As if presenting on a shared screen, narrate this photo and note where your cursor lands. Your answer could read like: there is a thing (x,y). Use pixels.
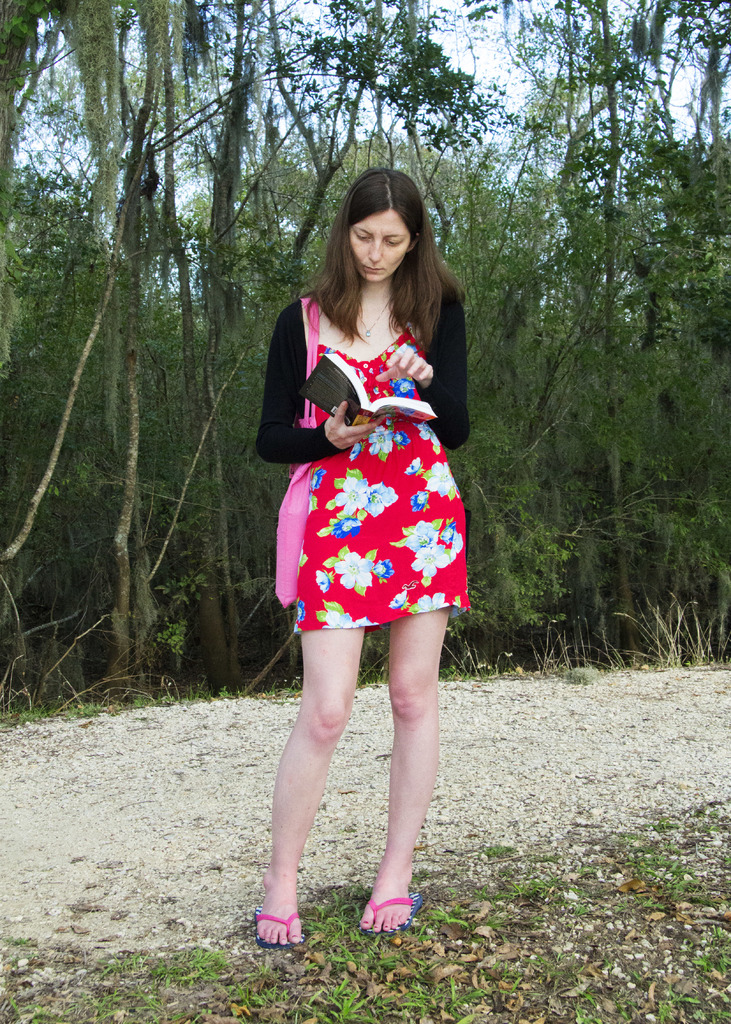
A woman (349,485) is standing on the ground (311,937) and holding a book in her hand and carrying a bag (307,372) on her shoulder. In the background (71,500) there are trees (142,520) and sky (283,0).
